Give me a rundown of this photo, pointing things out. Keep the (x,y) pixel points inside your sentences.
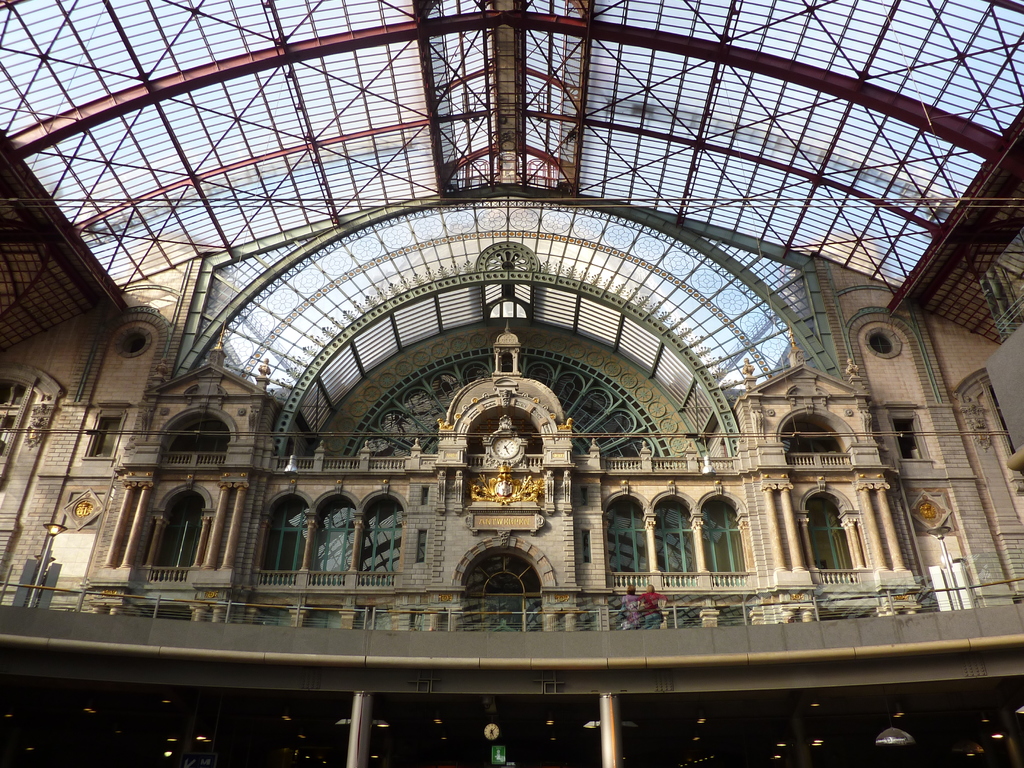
There is a building (308,381) with arched, windows (818,513) and pillars (749,544). On the building (775,505) there is a clock (501,451). On top of the building (488,454) there are rods (73,158). In front of the building (307,577) there is a railing (504,614). Near to the railing (604,619) two persons (629,600) are standing.
